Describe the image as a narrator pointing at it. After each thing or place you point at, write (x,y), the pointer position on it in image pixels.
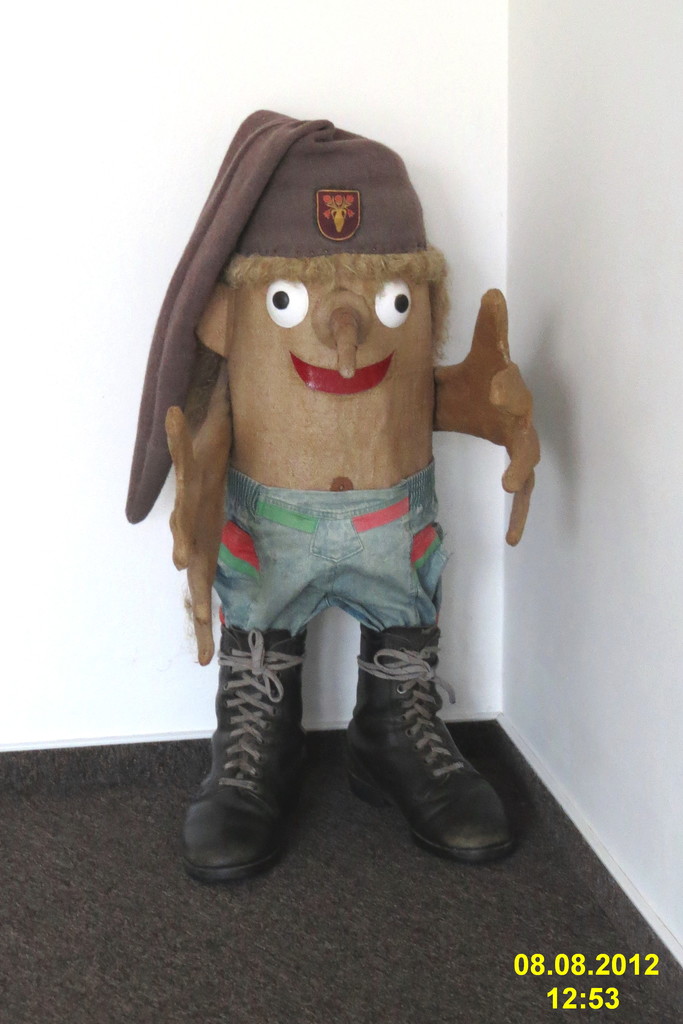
In the foreground of this image (340,504), there is a toy (285,507) with a cap (302,198) and shoes (434,806). In the background (496,698), there is a white wall (519,128).
